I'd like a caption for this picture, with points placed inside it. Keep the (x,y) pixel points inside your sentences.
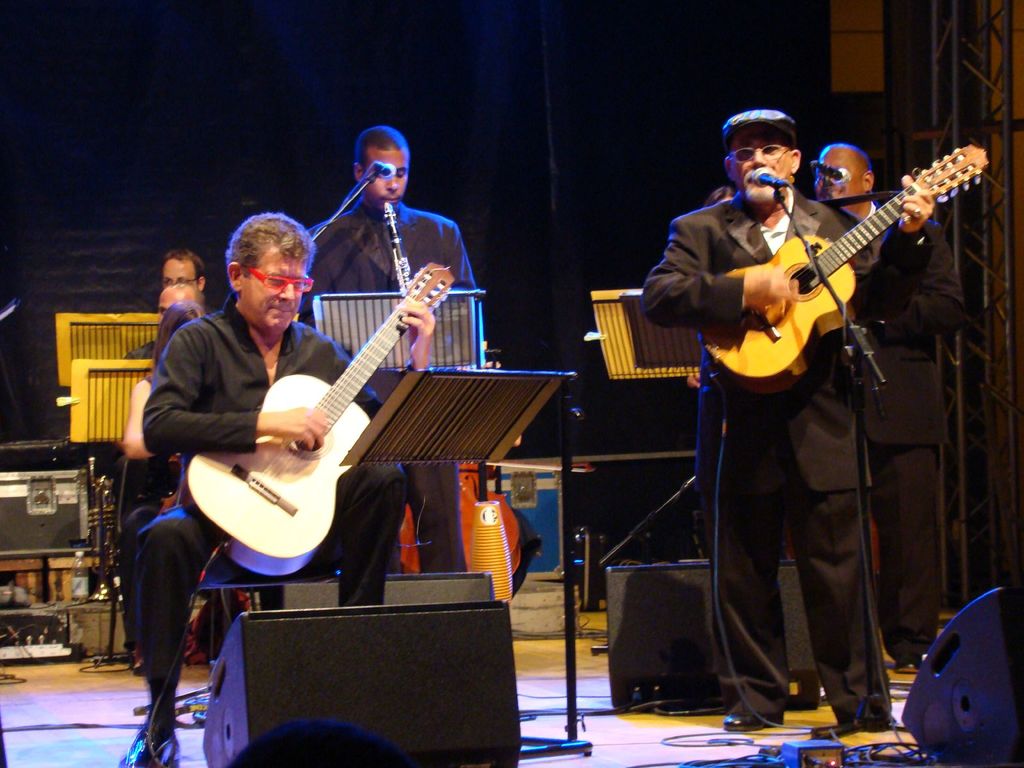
This is a picture stage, there are group of people (332,349) holding the music instrument (317,441). The man (701,287) in black blazer (719,266) holding a guitar (742,324) in front of the man (757,196) there is a microphone (770,189) with stand (831,294). Background of these people (208,440) is a wall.
